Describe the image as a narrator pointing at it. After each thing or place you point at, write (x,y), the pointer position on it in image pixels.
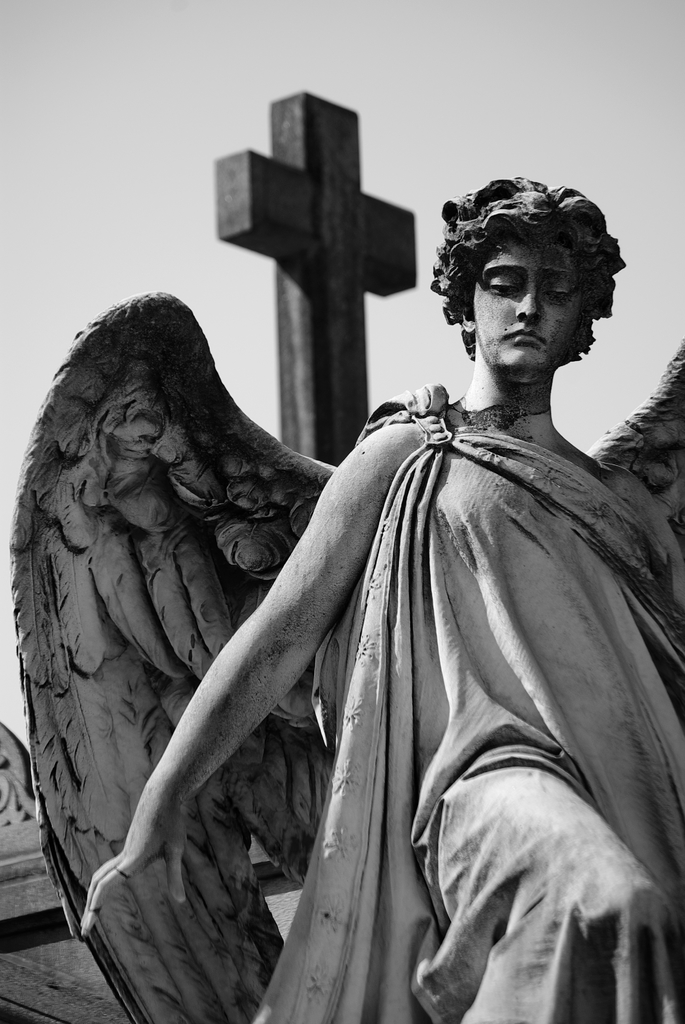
This is the black and white picture and we can see a statue (407,869) and in the background (295,212), we can see the cross (307,214) and at the top (196,76) we can see the sky (196,76).
